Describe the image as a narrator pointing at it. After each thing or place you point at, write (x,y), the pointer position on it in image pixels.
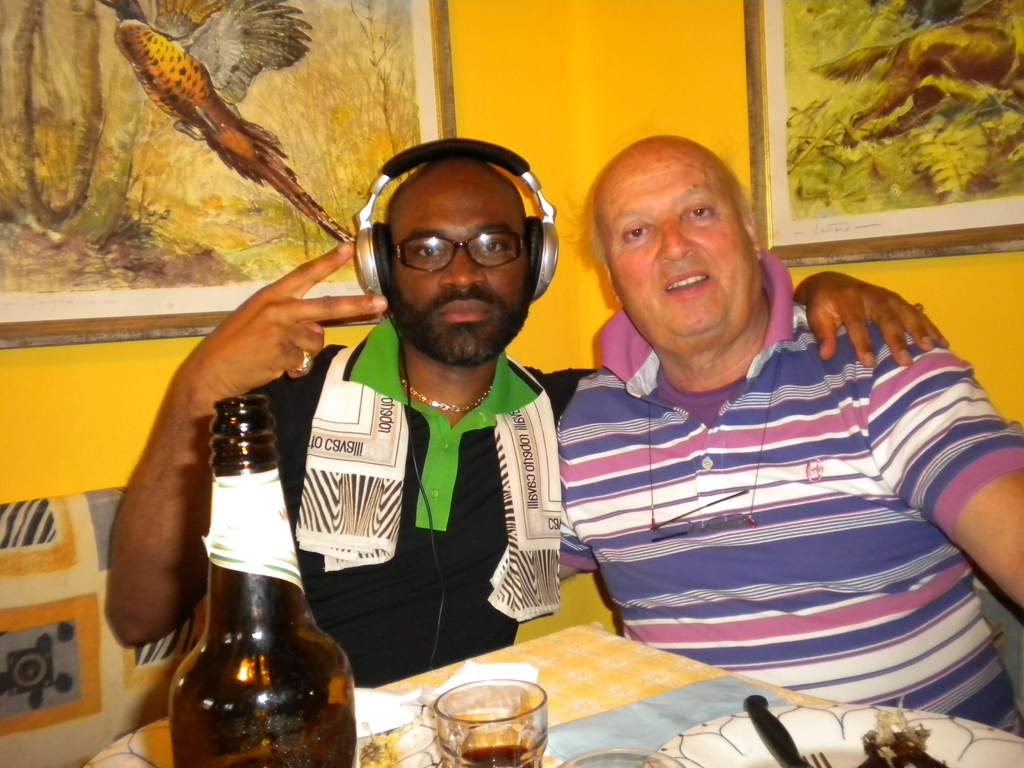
These 2 persons (660,532) are sitting on a chair (162,687). In-front of this person (690,538) there is a table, on table (795,704) there is a plate (711,731), glass (465,729) and bottle (322,632). On wall (532,56) there are different type of pictures (348,121). This person (488,312) wore headset (384,279).
